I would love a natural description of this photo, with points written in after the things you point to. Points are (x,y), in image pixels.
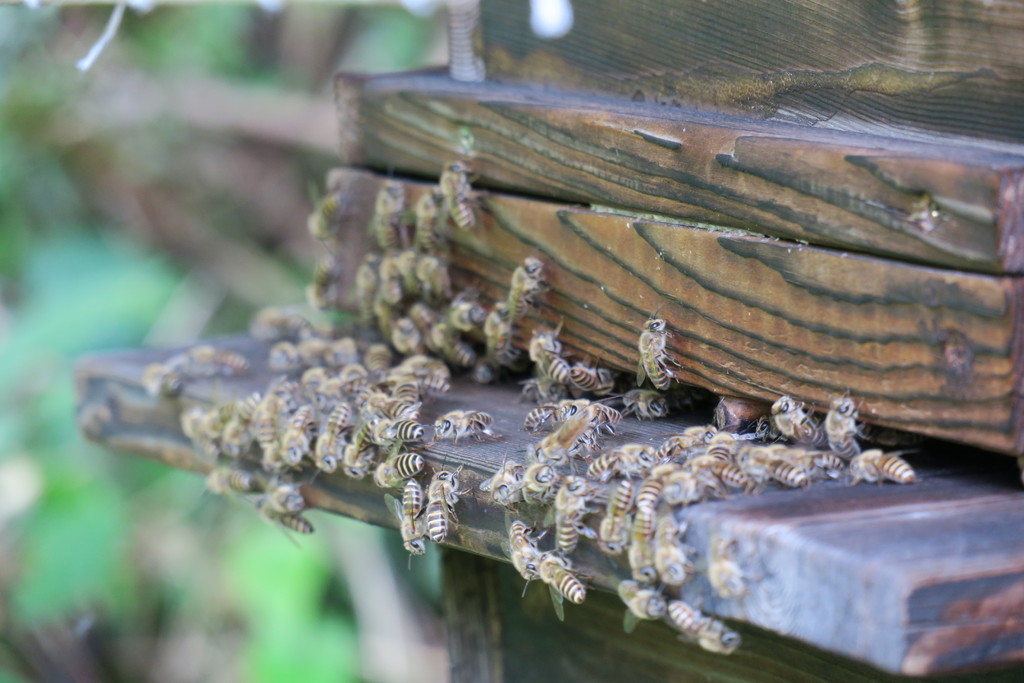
In this image, we can see bees (791,447) on the wood stand (529,336) and the background (224,159) is blurry.
